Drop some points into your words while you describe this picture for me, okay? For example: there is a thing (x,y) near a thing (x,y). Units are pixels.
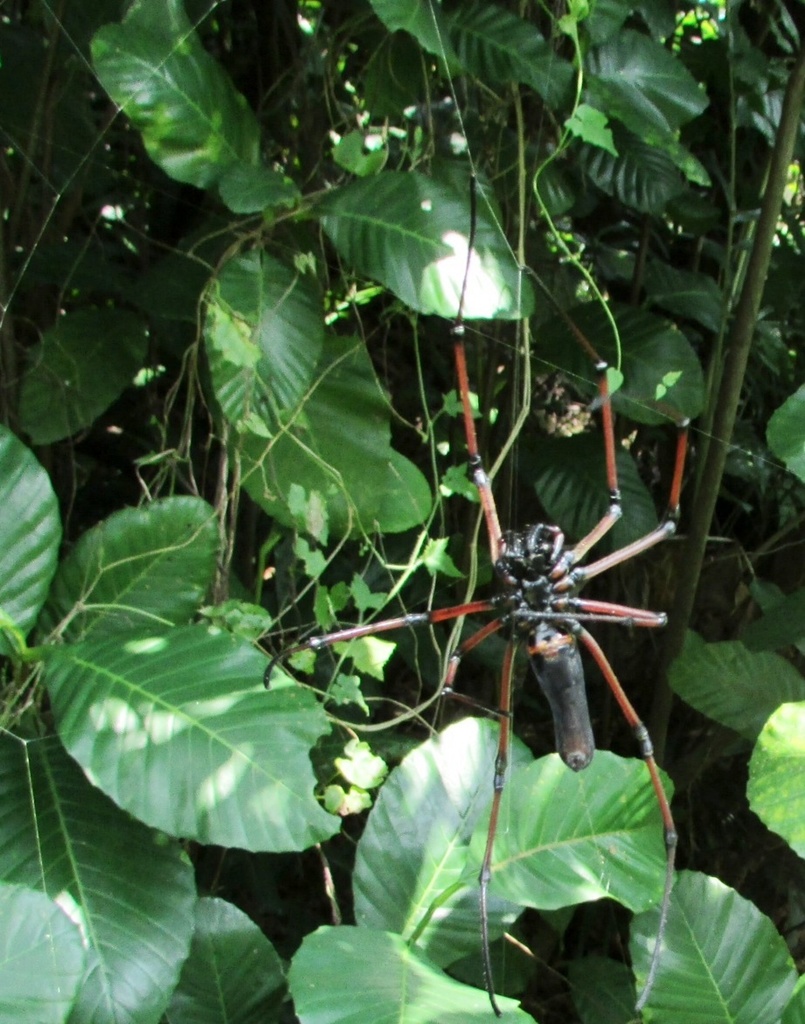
In this picture we can see spider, green leaves (11,783) and stems (732,347).
